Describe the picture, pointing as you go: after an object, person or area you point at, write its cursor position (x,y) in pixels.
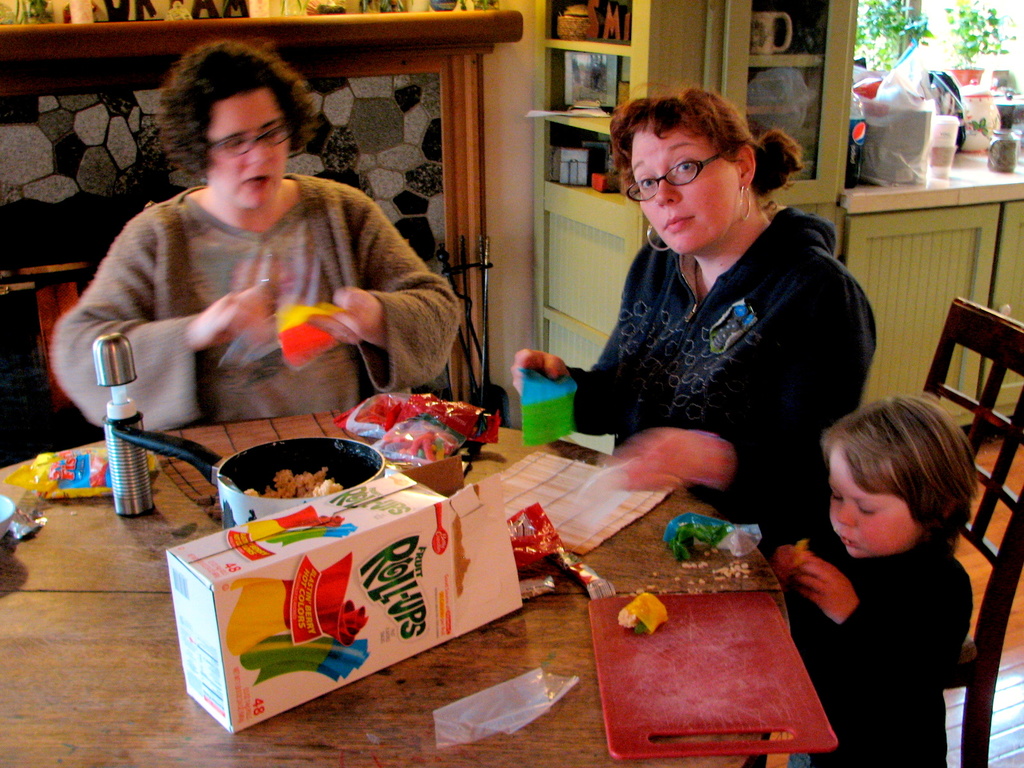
On the right (938,474) there is a girl (840,507) who is holding a biscuit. Here we can see a woman (748,285) who is wearing spectacles (653,186) and black jacket (841,317). On the left (170,111) there is a woman (185,254) who is doing some work with yellow and red color object (305,334) and she is sitting on the chair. On the table (707,581) we can see fruit roll-up (630,608), plastic covers (548,522), bowl (344,475), water bottle (115,387), box (482,568), mat (594,529) and other objects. On the top right (810,134) we can see cup (783,36), jar (780,85), photo frame (614,59) and other objects (599,102) on this rack (689,78). On the top left corner (54,25) we can see a wooden rack (203,34). On the top right corner (964,30) there is a plant (925,32) which is near to the kitchen platform (972,157). On the kitchen platform (968,160) we can see jar (993,97), box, cups (955,140), and other objects (891,154).
